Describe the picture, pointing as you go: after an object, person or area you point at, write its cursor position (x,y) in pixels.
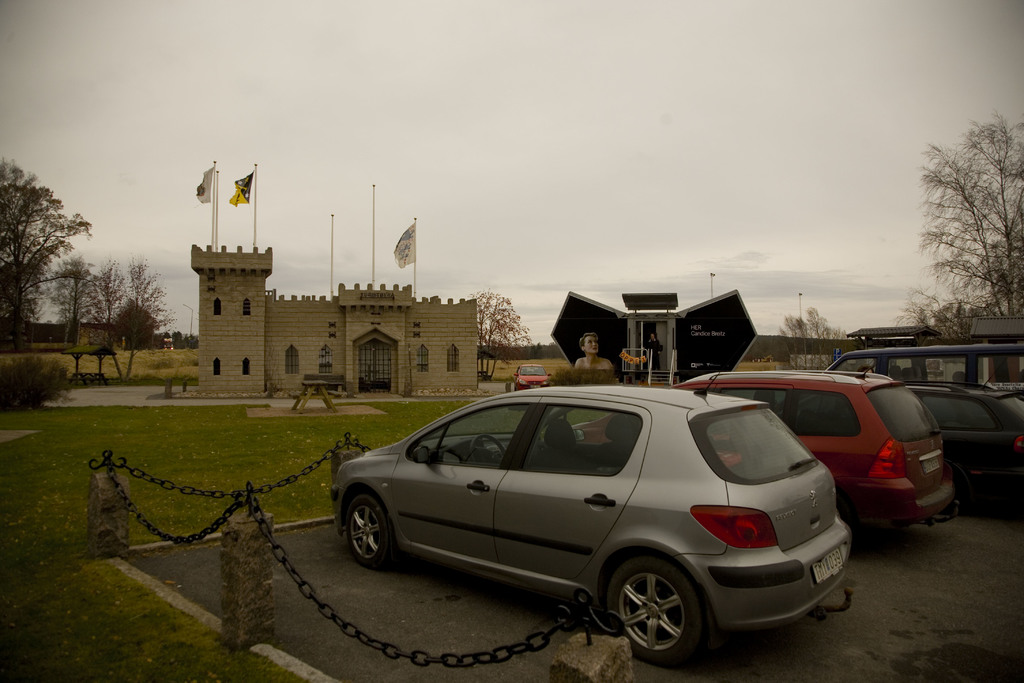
In the picture we can see some cars (616,511) which are parked on the path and around it we can see some chain railing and a grass surface (25,537) and far from it, we can see a historical construction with some poles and flags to it and around the construction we can see some plants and trees (984,209) and in the background (854,227) we can see a sky (573,174) with clouds (771,147).
